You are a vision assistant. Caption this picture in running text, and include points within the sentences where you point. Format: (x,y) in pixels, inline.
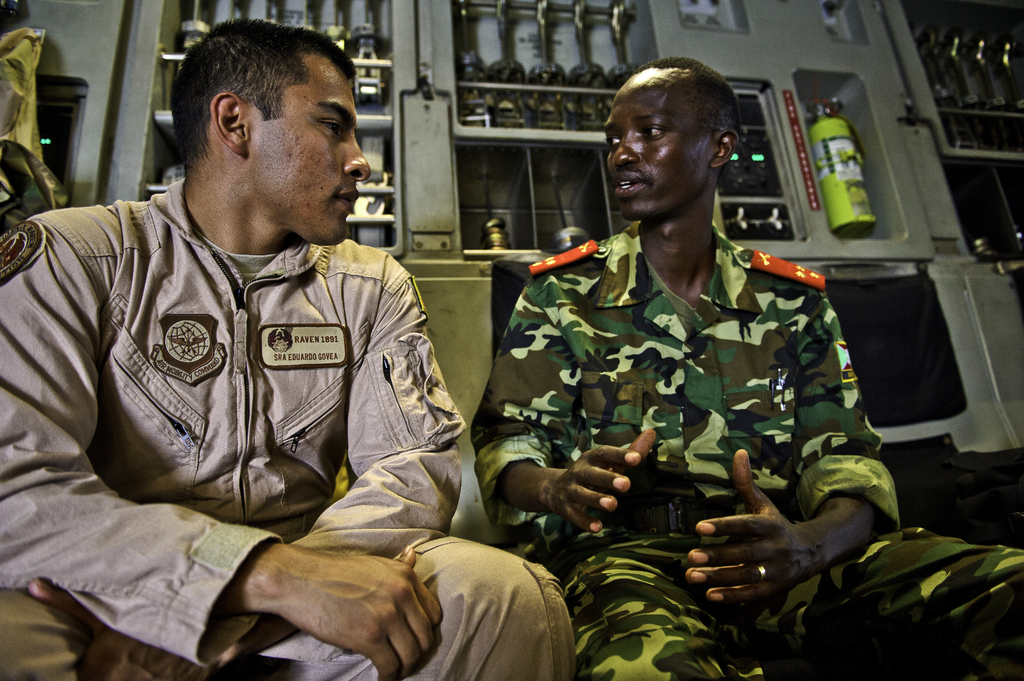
In this image there are two Army personnel (427,313) sitting and talking with each other, behind them there is equipment (368,129).
